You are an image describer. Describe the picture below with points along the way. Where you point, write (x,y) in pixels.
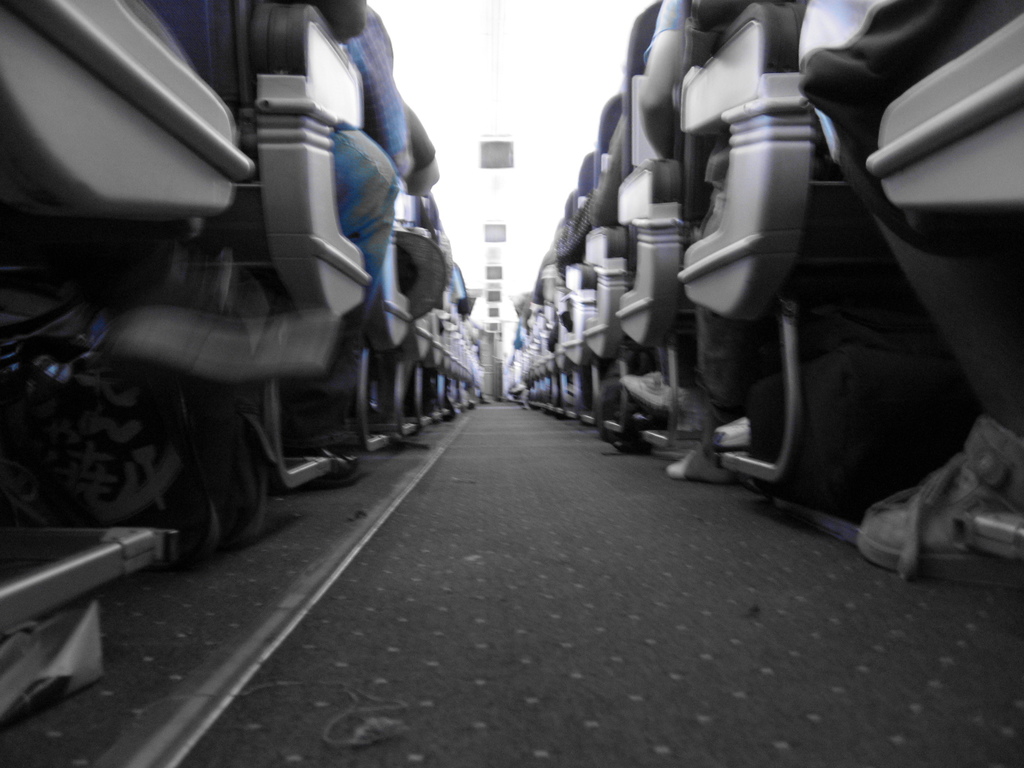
In this image we can see some persons (992,334) who are sitting on seats (819,246) in the middle of the image (499,443) there is walkway (495,502) and there are some black color objects (498,160) attached to the white color surface (492,197).
